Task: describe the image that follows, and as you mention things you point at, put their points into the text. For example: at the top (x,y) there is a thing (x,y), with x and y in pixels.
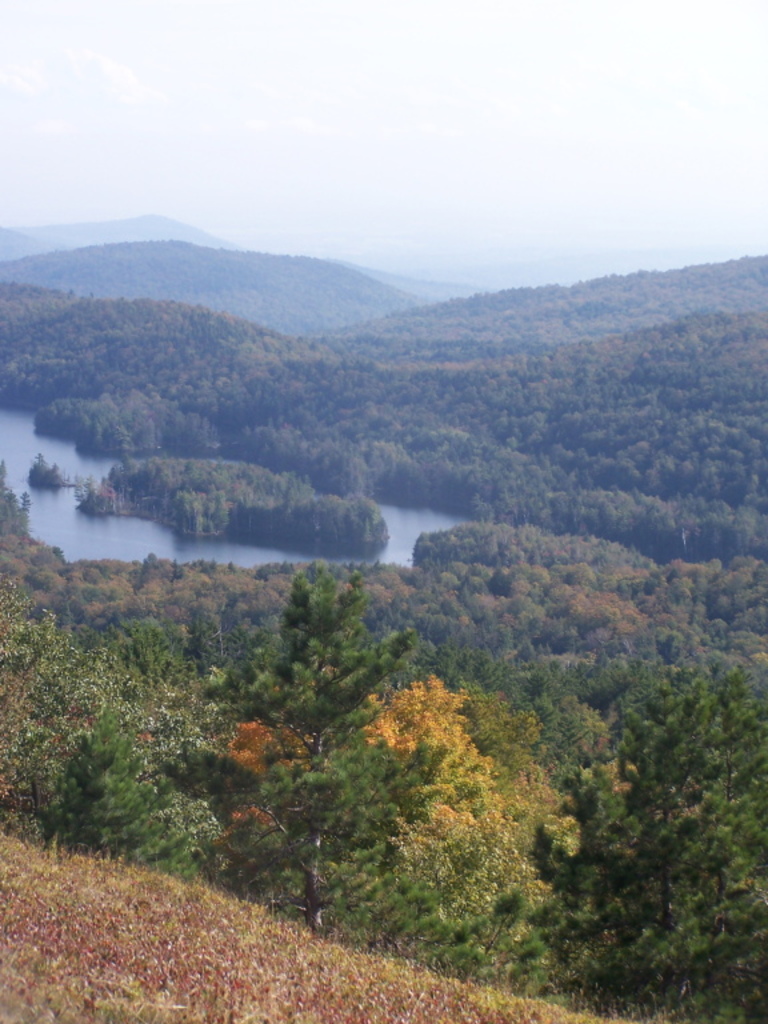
In this picture we can observe a forest (401,443). There is yellow color plant (404,728) here. We can observe a lake (65,519) in between the trees (307,497). In the background (185,288) there are hills (336,286) and a sky (375,189).
